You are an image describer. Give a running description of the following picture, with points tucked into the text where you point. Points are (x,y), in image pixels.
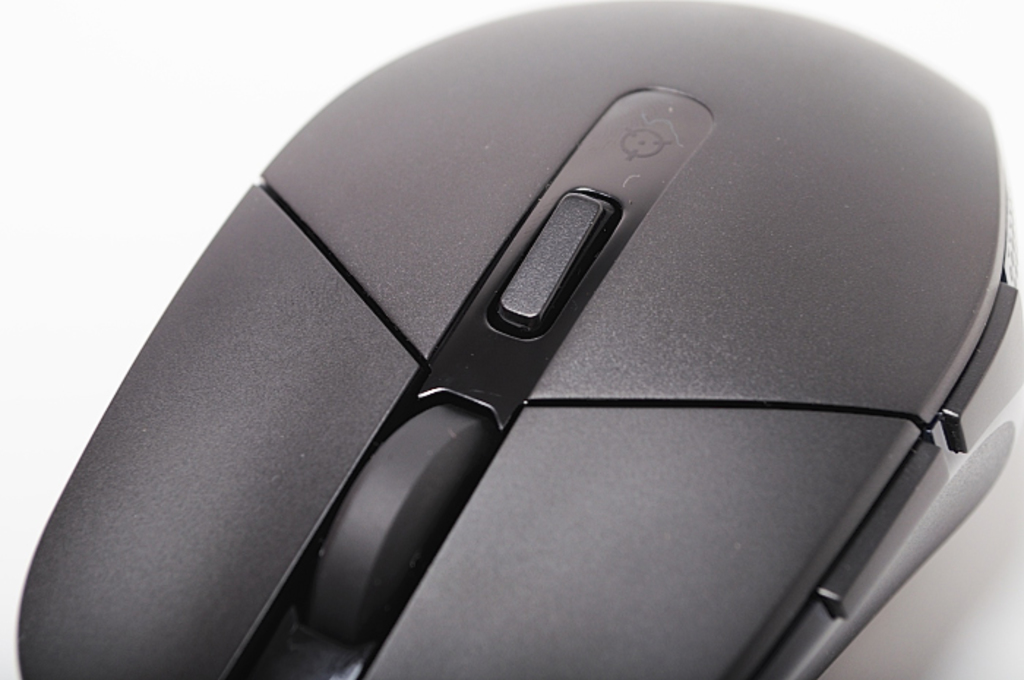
In this image we can see a mouse (436,413). The background of the image is white.
